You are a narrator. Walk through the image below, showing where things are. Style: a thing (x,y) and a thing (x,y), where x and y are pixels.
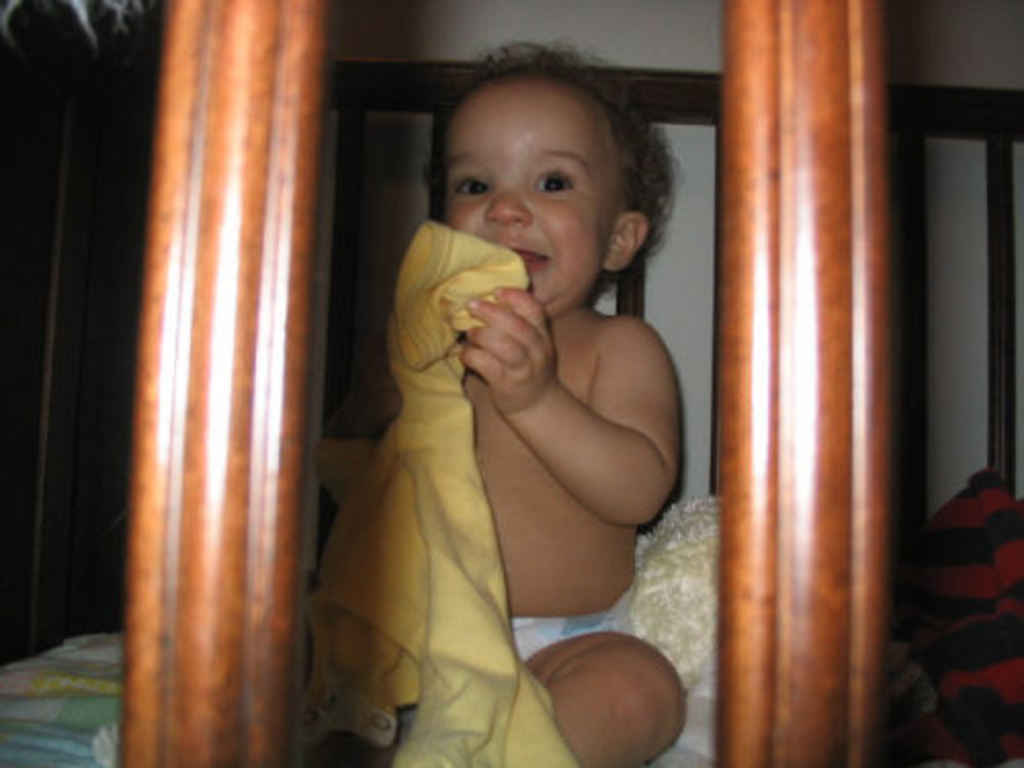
In this image we can see a kid (544,284) sitting on the bed (676,751) and holding a cloth (443,523) and there are few objects (947,589) beside the baby (607,708).
